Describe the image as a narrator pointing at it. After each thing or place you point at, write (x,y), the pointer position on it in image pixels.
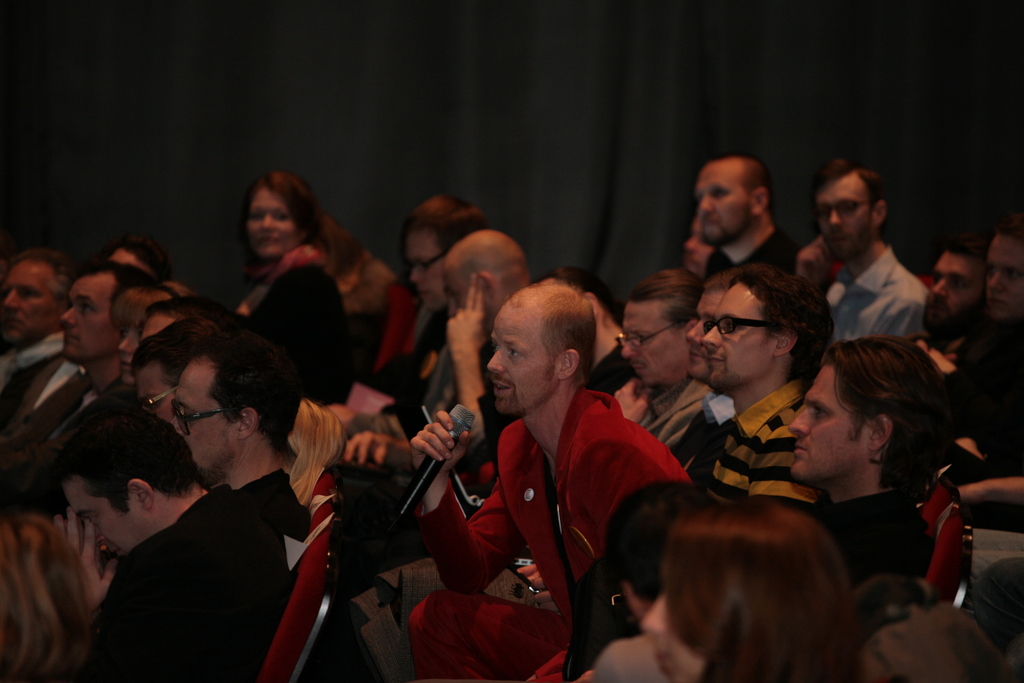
Persons (491,609) are sitting on red chairs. Few persons (744,395) wore spectacles (728,329). The man (531,361) wore red shirt (573,452) and holding mic (460,421).
